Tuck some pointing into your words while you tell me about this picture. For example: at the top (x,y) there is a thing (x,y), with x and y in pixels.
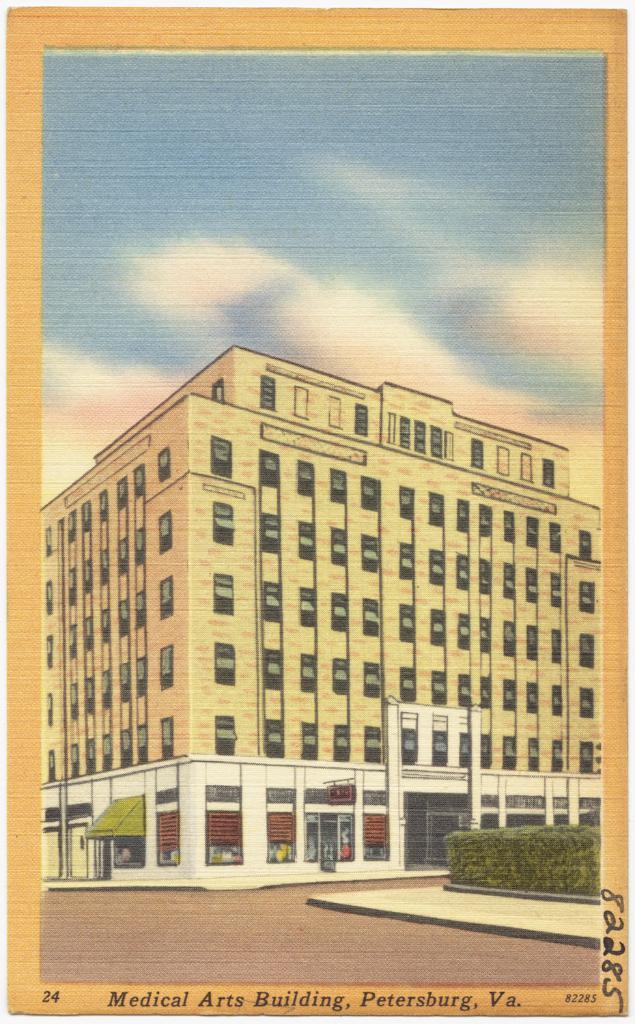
In this image I can see a postcard (577,1009). It has a frame (564,1007) and there is a drawing (396,964) of a building (281,574) which has many windows (167,751) and there are plants (503,840) on the right (548,851). There is sky (390,307) at the top (405,289).
